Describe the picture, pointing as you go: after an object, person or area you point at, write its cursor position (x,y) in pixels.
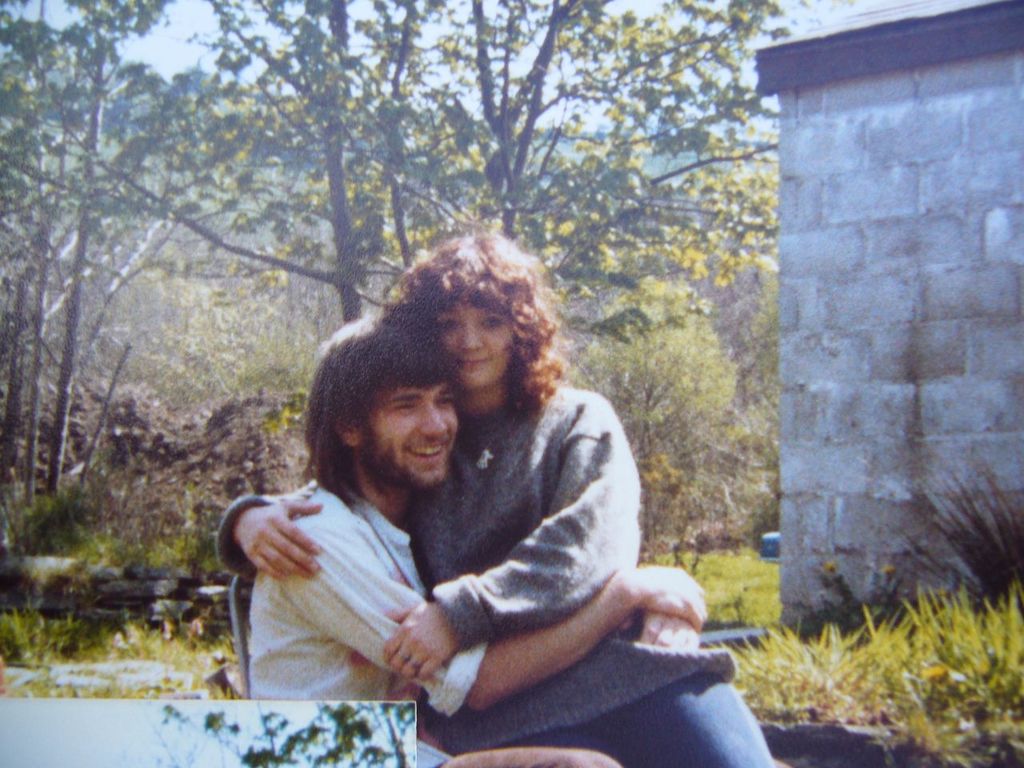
In the front of the image (431,418) I can see two people (629,709). Man (398,373) is sitting on the chair (237,603) and woman (468,527) is sitting on a man (298,599). In the background of the image (869,457) there is a wall (914,271), trees (703,276) and grass (742,566). Through trees (574,90) sky (171,35) is visible.
